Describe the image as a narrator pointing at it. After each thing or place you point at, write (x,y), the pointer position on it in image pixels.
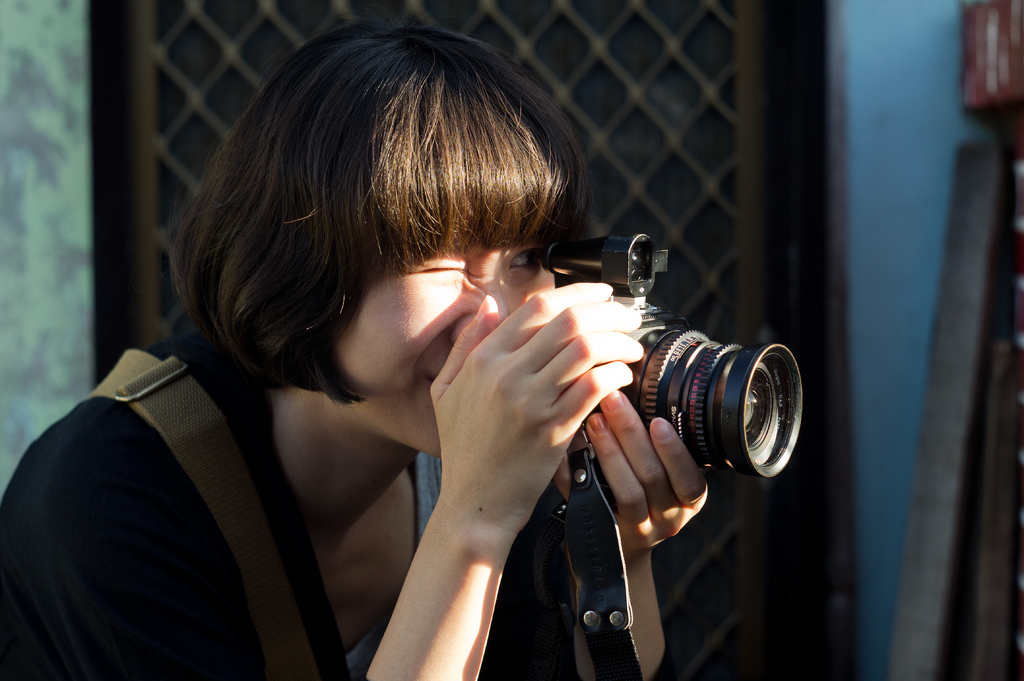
in the picture a woman (619,338) is catching a camera (626,290).
